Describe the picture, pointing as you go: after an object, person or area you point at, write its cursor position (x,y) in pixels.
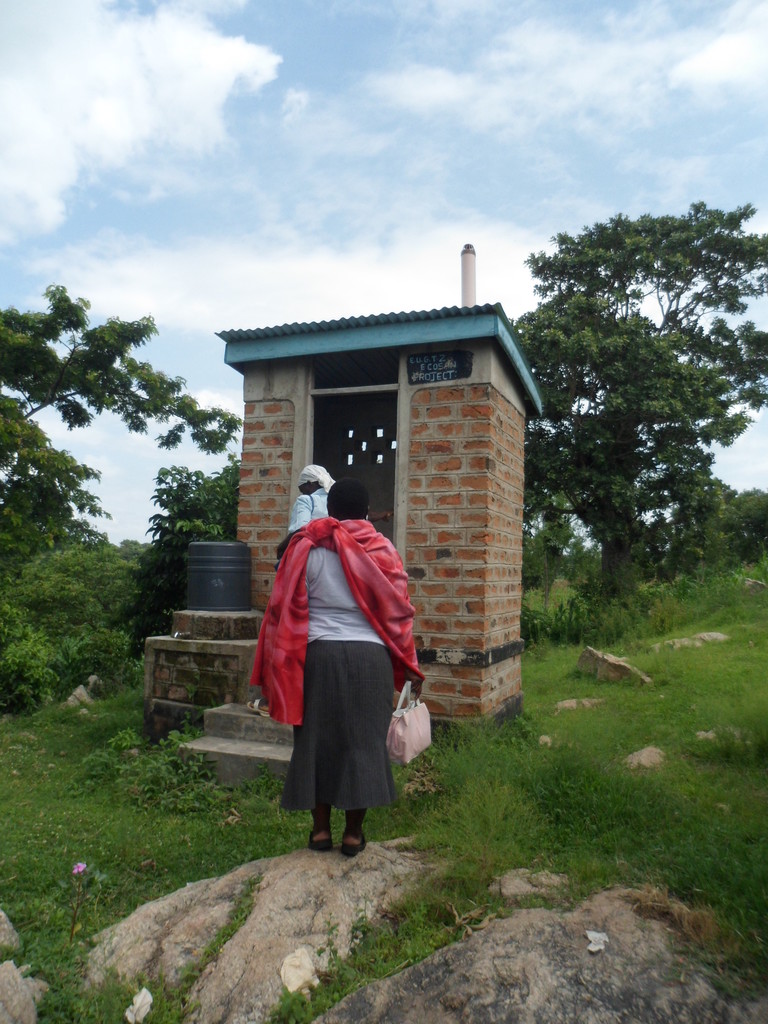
At the bottom of the image (349,786) on the stone (272,885) there is a woman (352,778) standing. In front of her there is a room (493,581) with brick walls (448,444) and roofs (346,369). And also there is a person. On the ground (79,799) there is grass (67,802). In the background (682,431) there are trees (660,389). At the top of the image (275,166) there is sky (230,190).
